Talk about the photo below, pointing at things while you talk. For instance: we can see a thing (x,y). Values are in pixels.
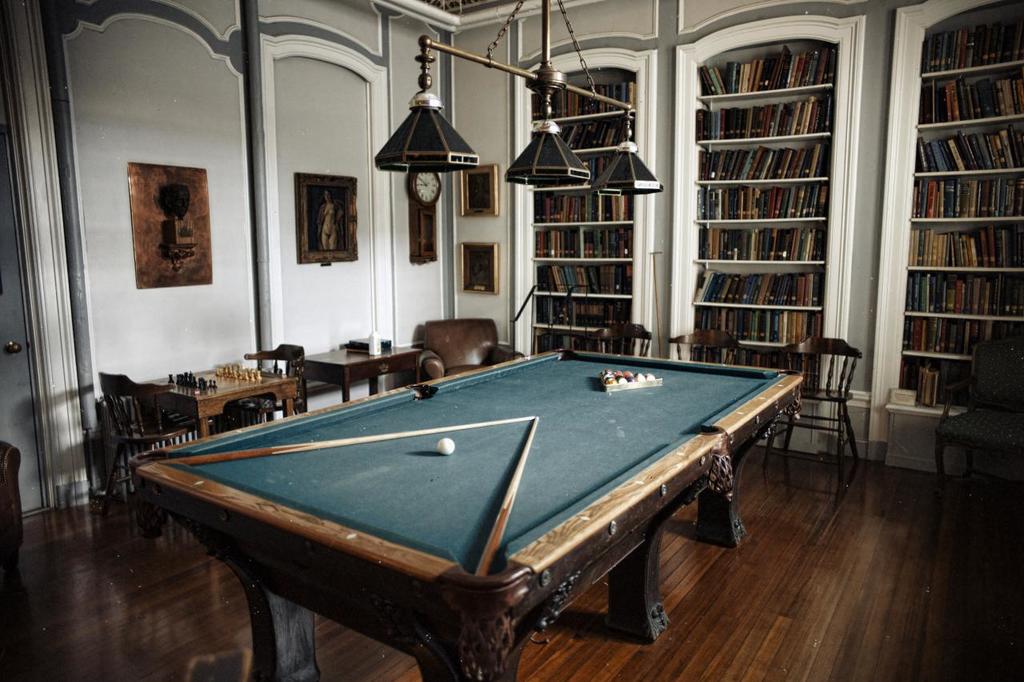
In this picture there is a snooker table (509,475) on which the balls (650,374), sticks (410,431) were arranged. There are some lights (578,162) above the table (426,453). In the background (712,199) there is a shelf (635,256) in which books (937,304) were placed. There are some photo frames (173,220) attached to the wall (156,318).
